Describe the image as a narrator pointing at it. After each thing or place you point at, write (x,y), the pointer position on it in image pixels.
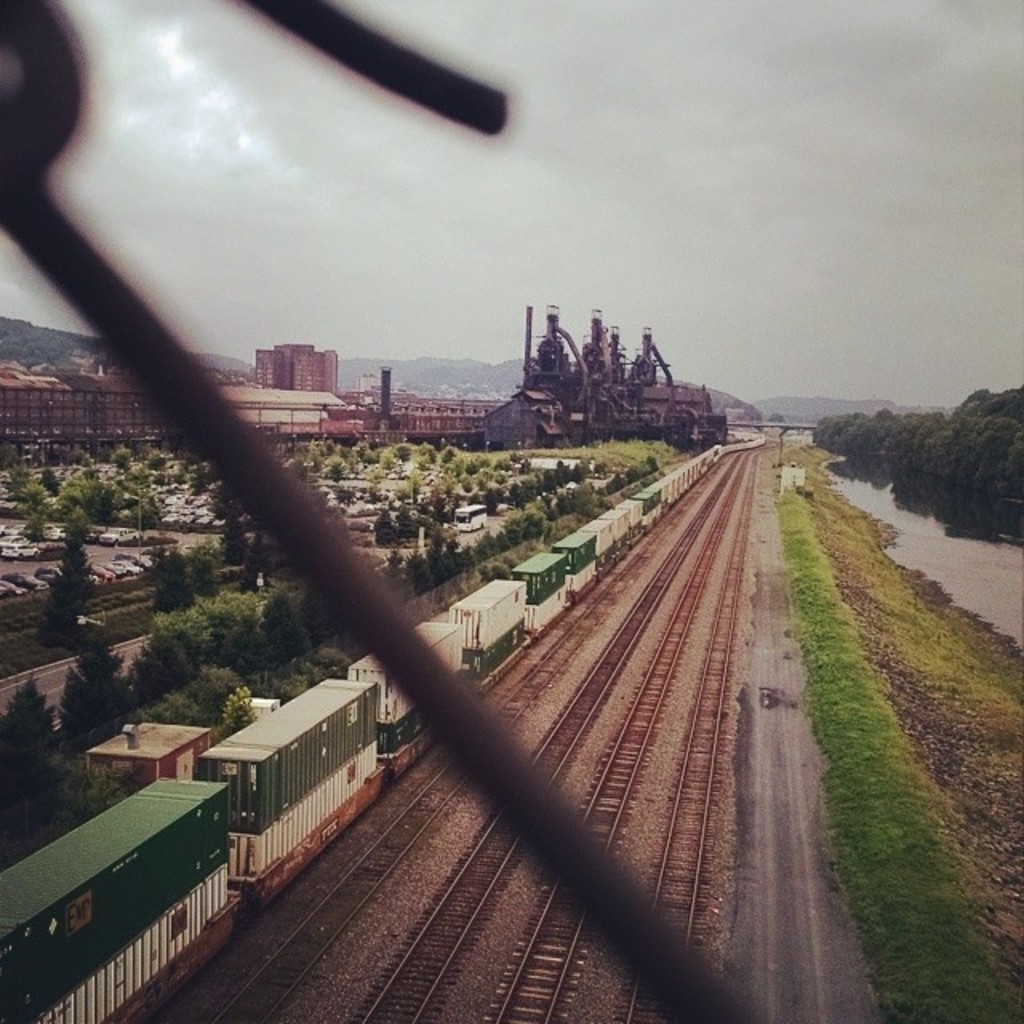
In this image there are rail tracks (602,772) on the land (586,785). There is a train (461,601) on the rail track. Right side (955,555) there is water (975,595). Left side (187,508) there are vehicles (13,579). Background (1012,438) there are buildings (532,441) and trees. Behind there are hills (358,374). Top of the image (594,199) there is sky (875,151).
